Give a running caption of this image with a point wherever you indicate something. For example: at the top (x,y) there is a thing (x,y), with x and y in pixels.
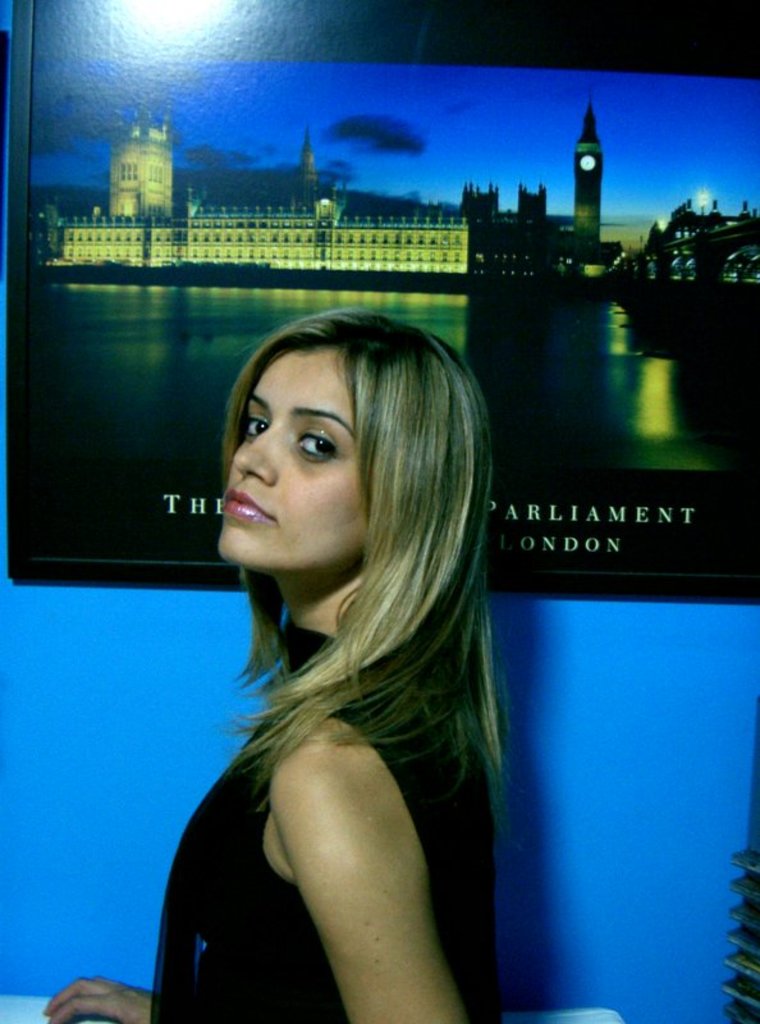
In this image we can see a woman (327,465) and picture (475,343) is on the blue wall (124,728). We can see buildings (393,225), sky (600,223), tower (589,185) and something written on the picture (550,515).
